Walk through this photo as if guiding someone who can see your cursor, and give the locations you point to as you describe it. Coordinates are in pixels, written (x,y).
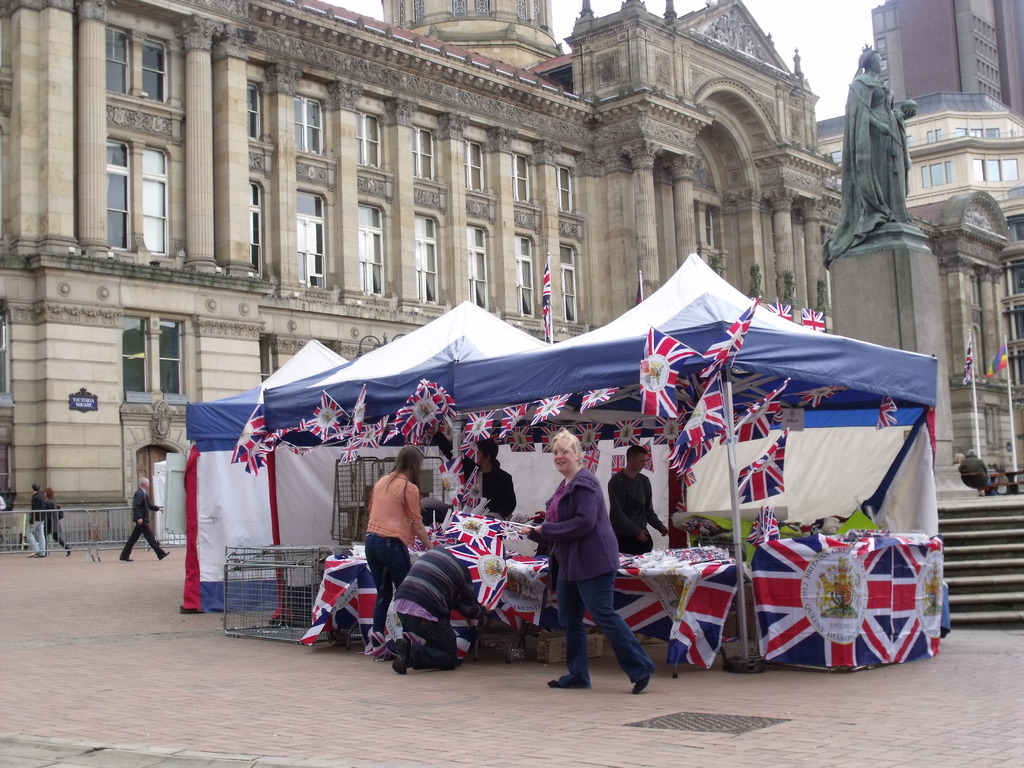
In this picture we can see people (568,461), tent (545,501), flags (506,580) and in the background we can see a statue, buildings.
